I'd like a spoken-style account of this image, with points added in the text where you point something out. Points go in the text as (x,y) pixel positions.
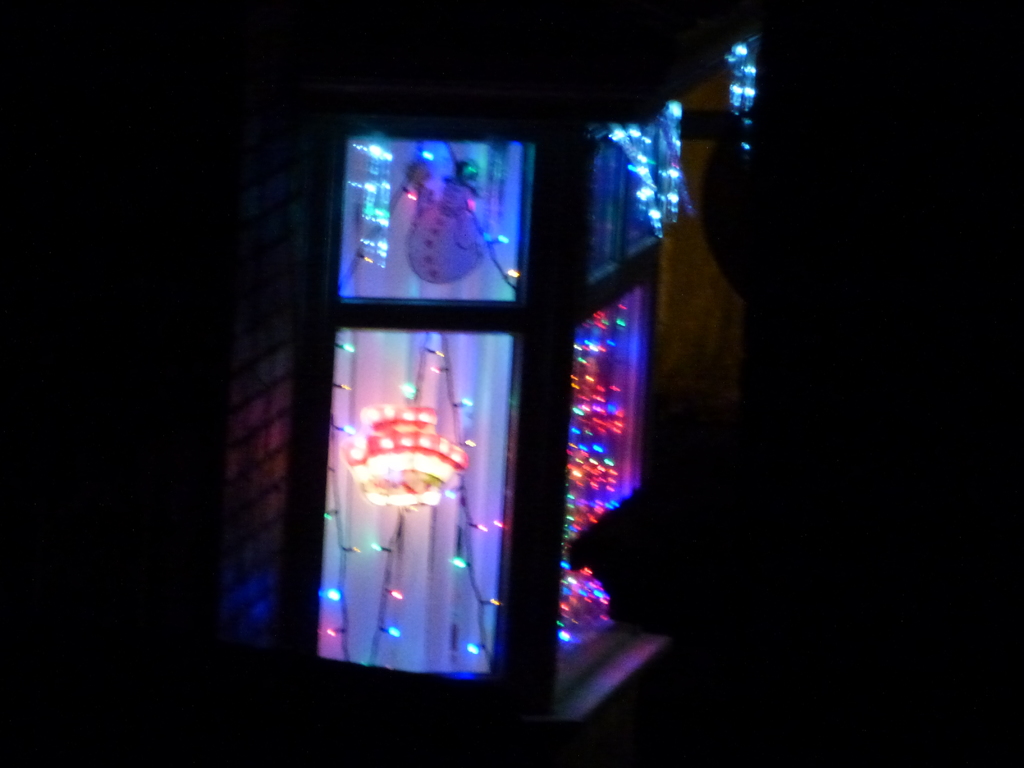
In this image we can see a window (356,562). Behind the window (356,579) Christmas lights (451,456) are present.
